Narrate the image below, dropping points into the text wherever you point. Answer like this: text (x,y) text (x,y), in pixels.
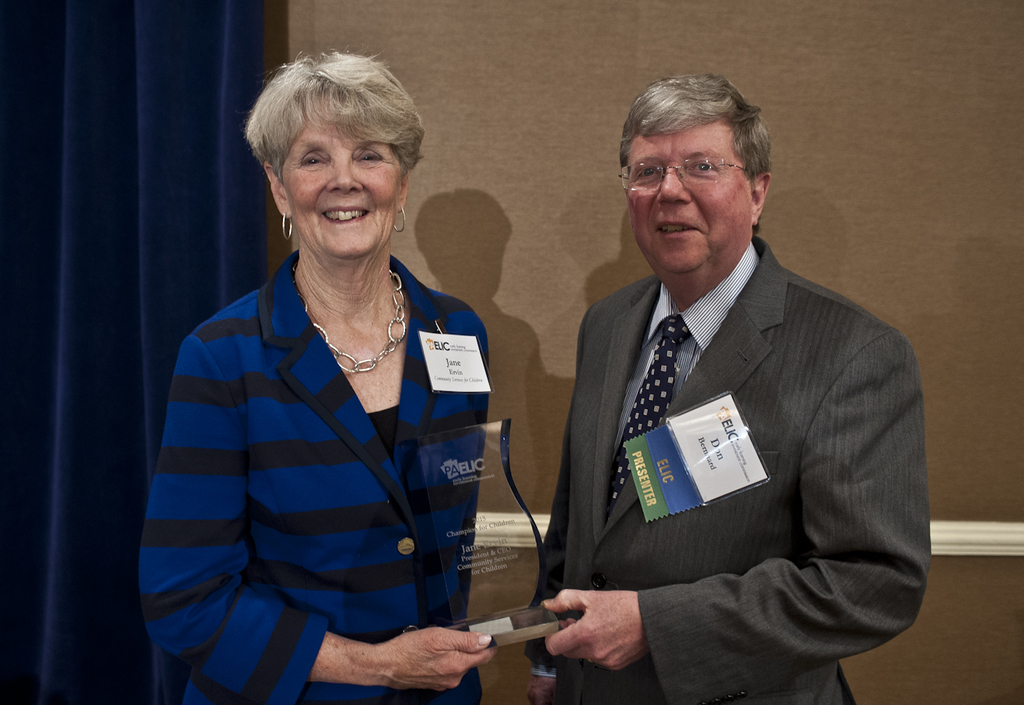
In this picture we can see a man (630,508) and a woman (450,420) holding a glass trophy (483,460) with their hands (570,625), smiling and id cards (471,367) on them and in the background (503,301) we can see the wall (998,31), curtain (139,82).
